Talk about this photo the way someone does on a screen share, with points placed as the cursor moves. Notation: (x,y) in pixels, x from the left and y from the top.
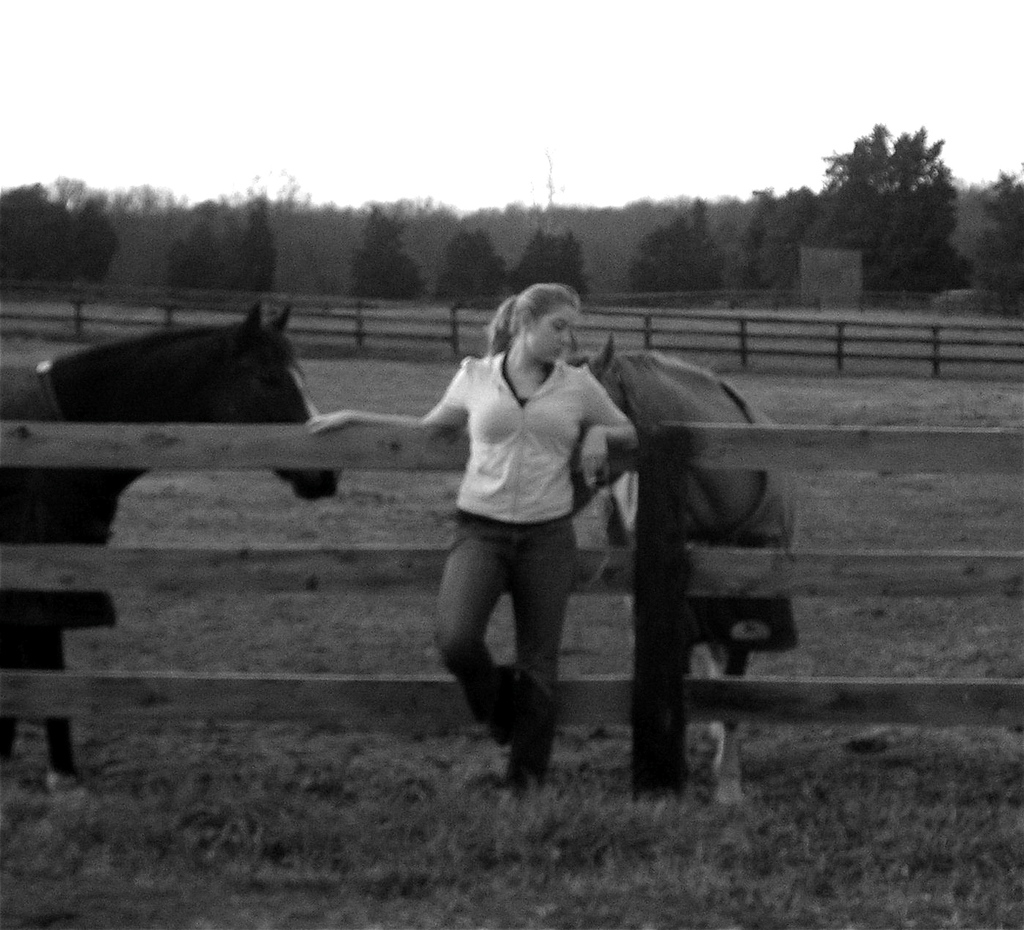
In this picture we can see a woman (518,543) is standing and back of her there is a two horses (266,396) and there are so many trees (883,206) and sky (488,114).
